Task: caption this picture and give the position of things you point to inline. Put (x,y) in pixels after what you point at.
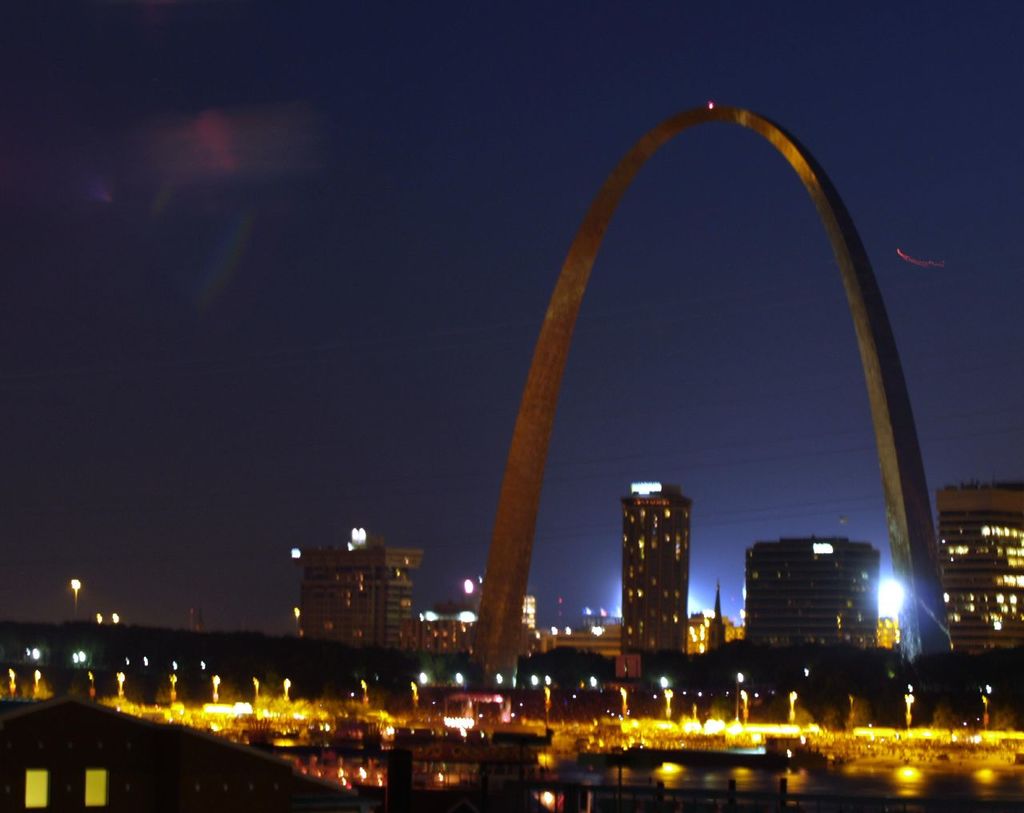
The picture is captured in the night time, it is the picture of colorful city (706,624) and there are many lights (791,695) and very big buildings (648,583) and there is a huge sculpture (488,657) in front of that buildings (454,632).
